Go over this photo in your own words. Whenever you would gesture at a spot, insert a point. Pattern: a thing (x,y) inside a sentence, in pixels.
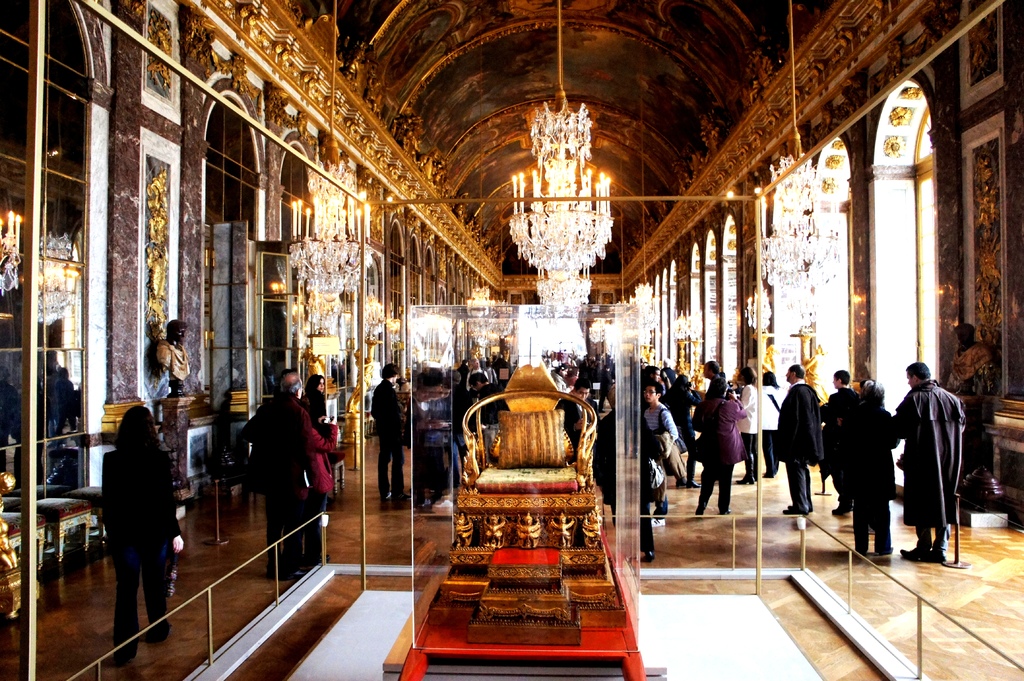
It is an inside view of the building (111,271). In this image, we can see glass (63,317), walls (189,230), chandeliers (69,291), sculpture (150,255), rods (28,396), stool (15,533). Here we can see a group of people (656,443) are standing on the floor (783,548). Here we can see some object (524,552) and chair (524,515) in the glass box (455,367).
